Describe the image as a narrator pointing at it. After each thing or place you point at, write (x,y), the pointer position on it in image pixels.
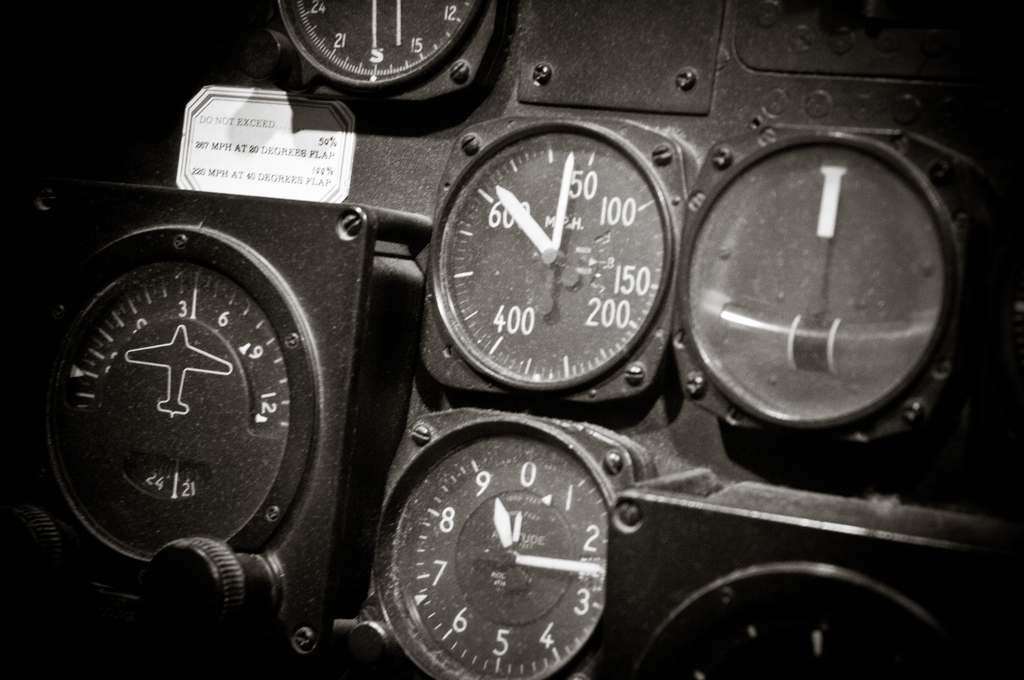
In this image I can see few meters (278,229). On the top left side of this image (250,95) I can see a white colour thing (280,107) and on it I can see something is written. I can also see this image is black and white in colour.
